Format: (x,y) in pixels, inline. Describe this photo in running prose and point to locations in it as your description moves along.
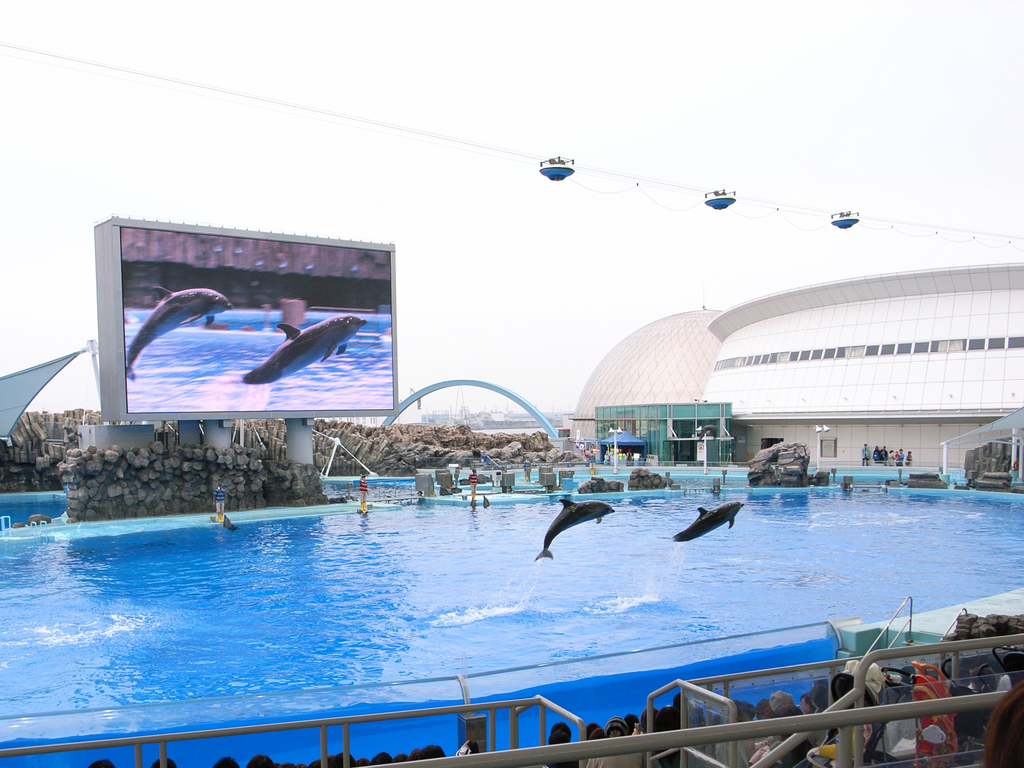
In this picture we can see few metal rods (908,703), group of people (677,755), water (591,568) and dolphins (577,521), in the background (600,491) we can find few rocks (498,444), a screen (307,393), cables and buildings (733,360).
